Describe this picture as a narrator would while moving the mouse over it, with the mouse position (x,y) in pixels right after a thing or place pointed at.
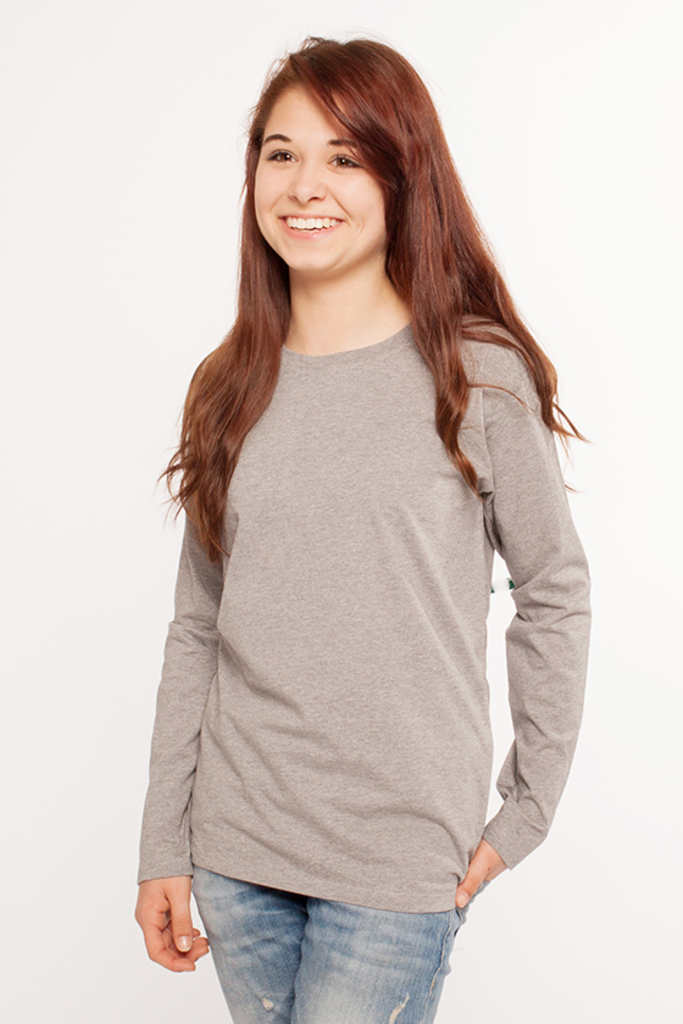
In the middle of the image (249,414) a woman (260,971) is standing and smiling.
